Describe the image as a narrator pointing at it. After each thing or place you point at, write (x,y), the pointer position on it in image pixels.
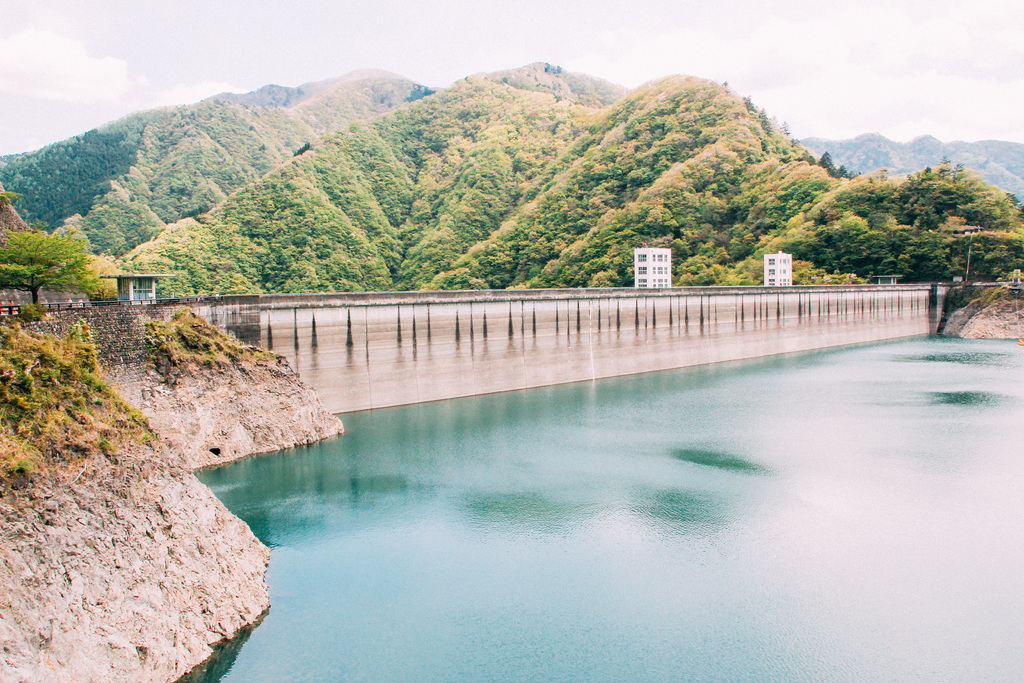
This picture is clicked outside. In the foreground (434,533) we can see a water body (520,533) and some portion of grass (20,393) on the rocks (245,448) and we can see the buildings (664,268), hills (481,206) and some other objects (522,296). In the background (197,91) we can see the sky (336,61) and some other objects (877,150).
